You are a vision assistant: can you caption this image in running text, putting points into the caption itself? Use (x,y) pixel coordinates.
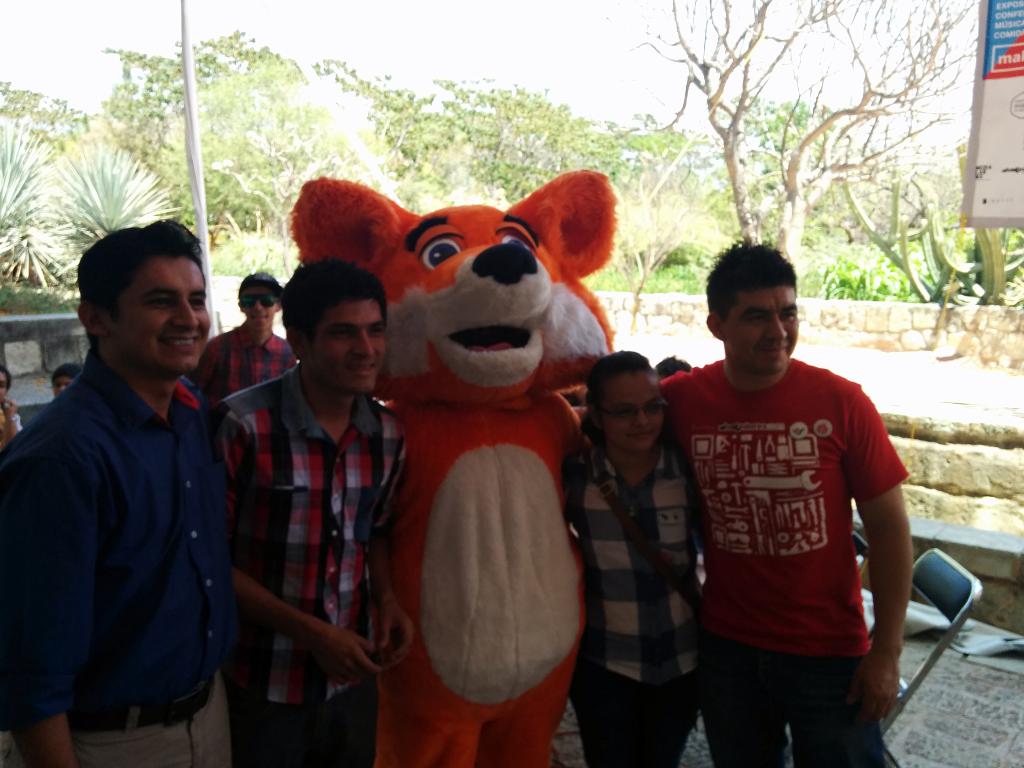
In the center of the image (548,503) we can see a few people (539,565) are standing and they are smiling. Among them, we can see one person (464,522) is wearing a fox costume (464,533), which is in cream and orange color. In the background (539,97), we can see the sky (802,72), clouds (831,72), trees (574,130), chairs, one banner (1007,28), one pole (191,143), grass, few people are sitting, one person (220,383) is standing and a few other objects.
